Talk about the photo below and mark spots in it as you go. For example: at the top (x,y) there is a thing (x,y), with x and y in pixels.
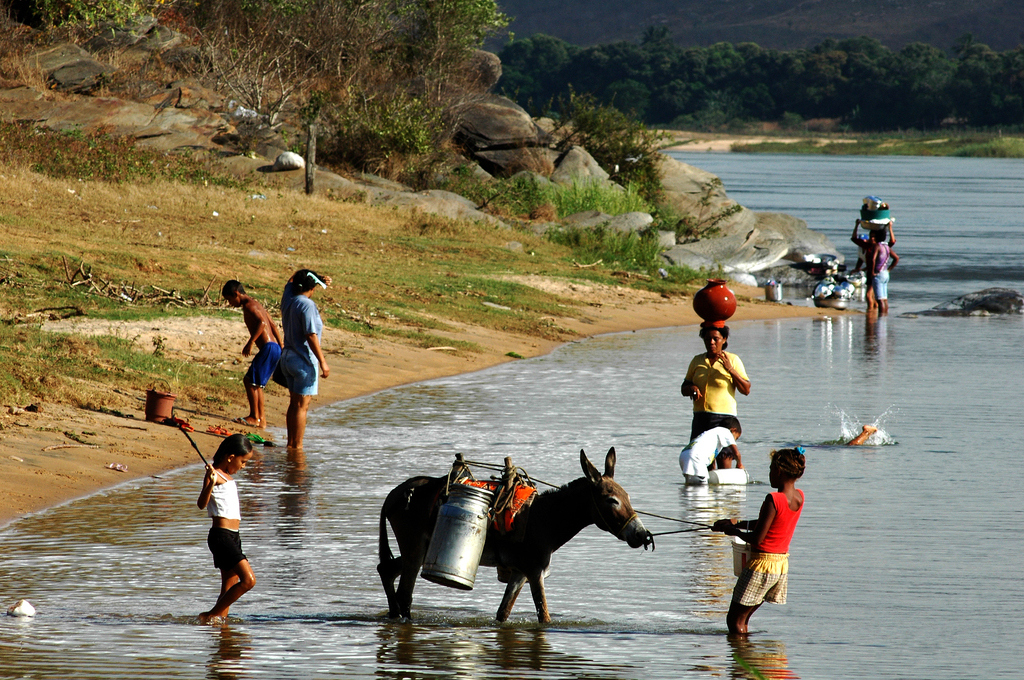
In this image we can see a few people (738,451) in the water (550,394) and also we can see a donkey (611,456), there are some cans (451,508), buckets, trees (360,31), grass (187,185), rocks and some other objects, in the background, we can see the mountains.
